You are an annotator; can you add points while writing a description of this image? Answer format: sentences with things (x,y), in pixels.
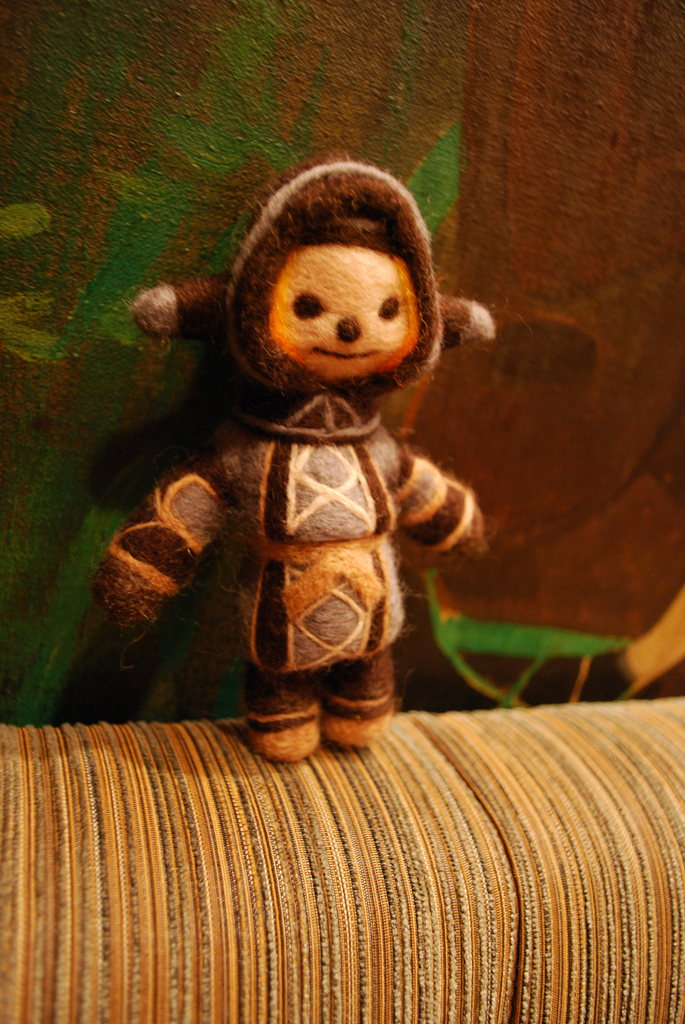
This image consists of a doll (352,569) kept on a sofa (206,854). It is in brown color. In the background (128,400) there is a wall (321,31) in green color.
